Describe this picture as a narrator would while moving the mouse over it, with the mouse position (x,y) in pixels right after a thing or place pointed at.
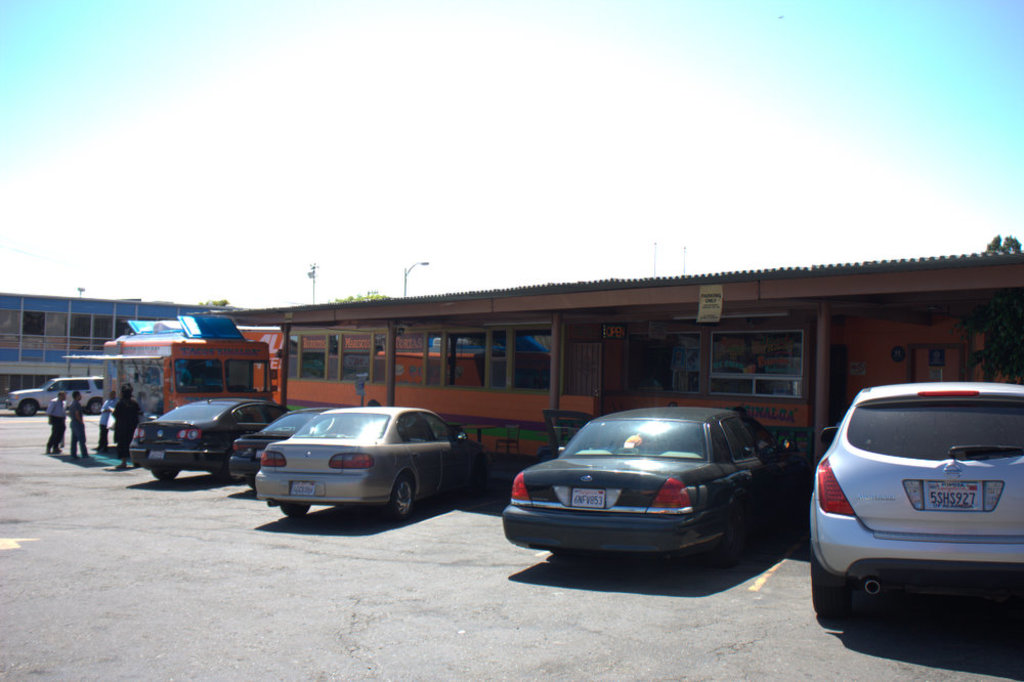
There are cars (1003,423) on the road (546,573) at the house (823,378) and we can see windows (689,377), doors (913,362), tree (1011,329) on the right side (976,330) and on the left side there are few persons (50,451) standing on the road (87,479) at the vehicle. In the background (239,354) there are vehicles (277,340), trees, buildings (65,322) and clouds (494,132) in the sky (445,125).
